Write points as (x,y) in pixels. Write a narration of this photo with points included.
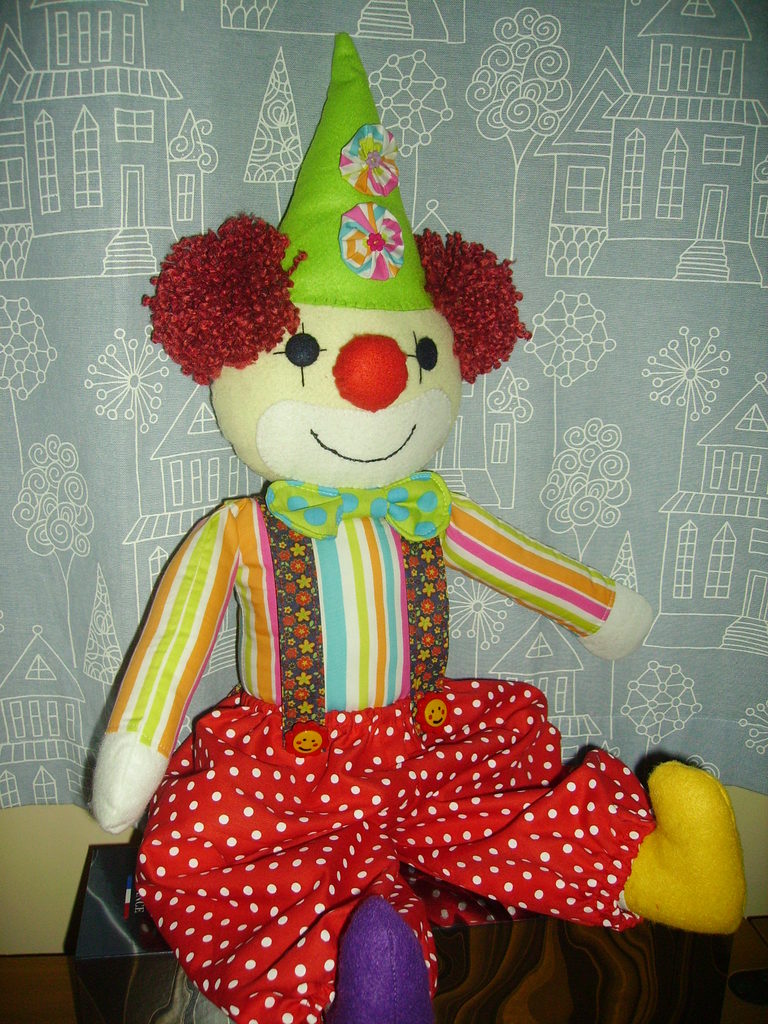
In this image we can see a toy (314,907) placed on the table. In the background (60,347) there is a cloth (422,46).
